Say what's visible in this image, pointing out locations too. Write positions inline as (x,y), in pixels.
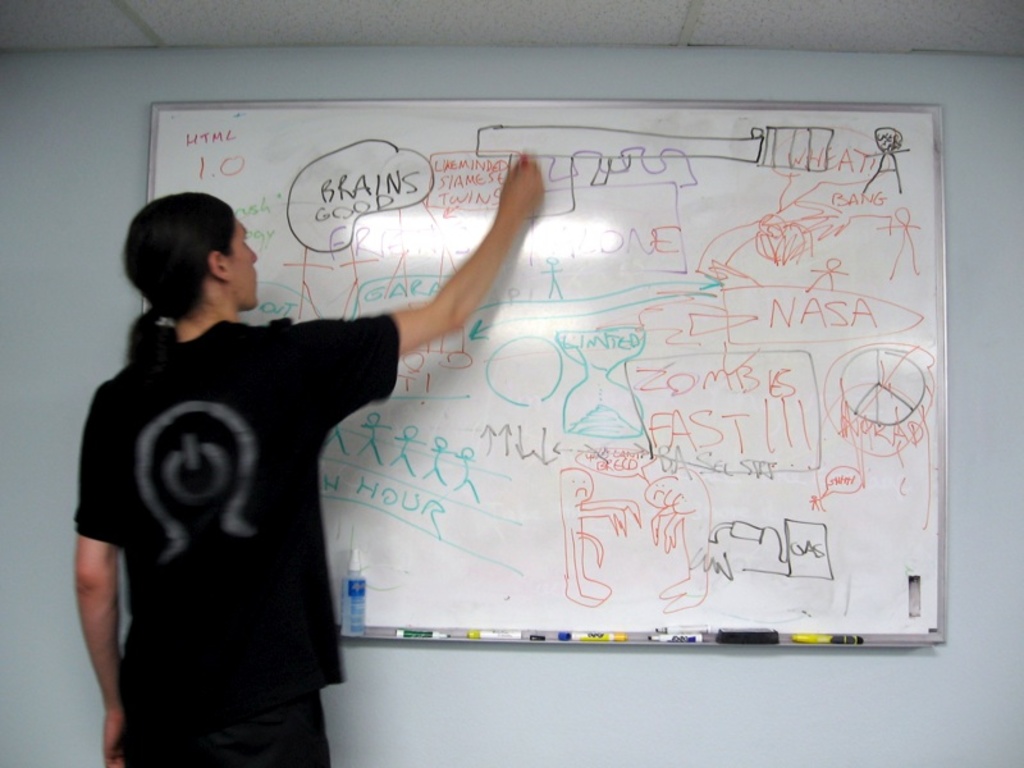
In this image there is a person (220,442) wearing a black shirt (269,365) is standing and writing on the board (492,319) having some text (810,438) on it. Board (655,466) is attached to the wall (426,675). Board (932,445) is having few markers (471,637) and a bottle (357,625).
